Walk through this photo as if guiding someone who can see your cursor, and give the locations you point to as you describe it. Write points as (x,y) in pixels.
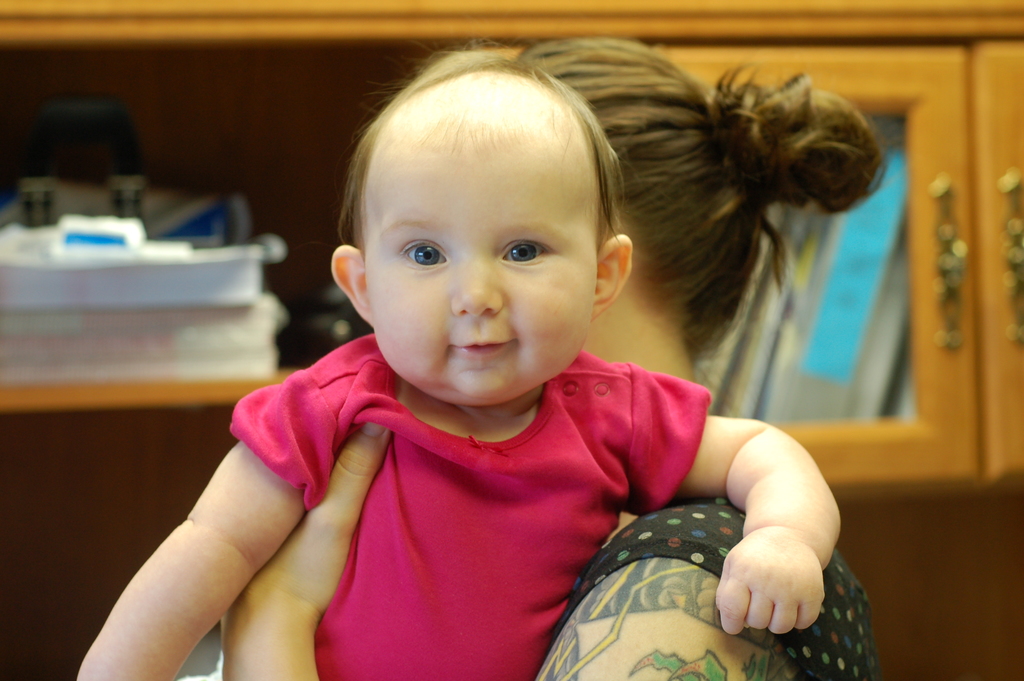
This picture is clicked inside. In the center (677,279) we can see a woman (635,522) wearing black color dress (703,532) and holding a baby (581,396) and the baby (489,356) is wearing a pink color t-shirt (439,454) and smiling and we can see the tattoo (668,594) on the hand (719,637) of a woman (710,624). In the background (805,340) we can see the wooden cabinet (983,204) containing some items (838,292).
